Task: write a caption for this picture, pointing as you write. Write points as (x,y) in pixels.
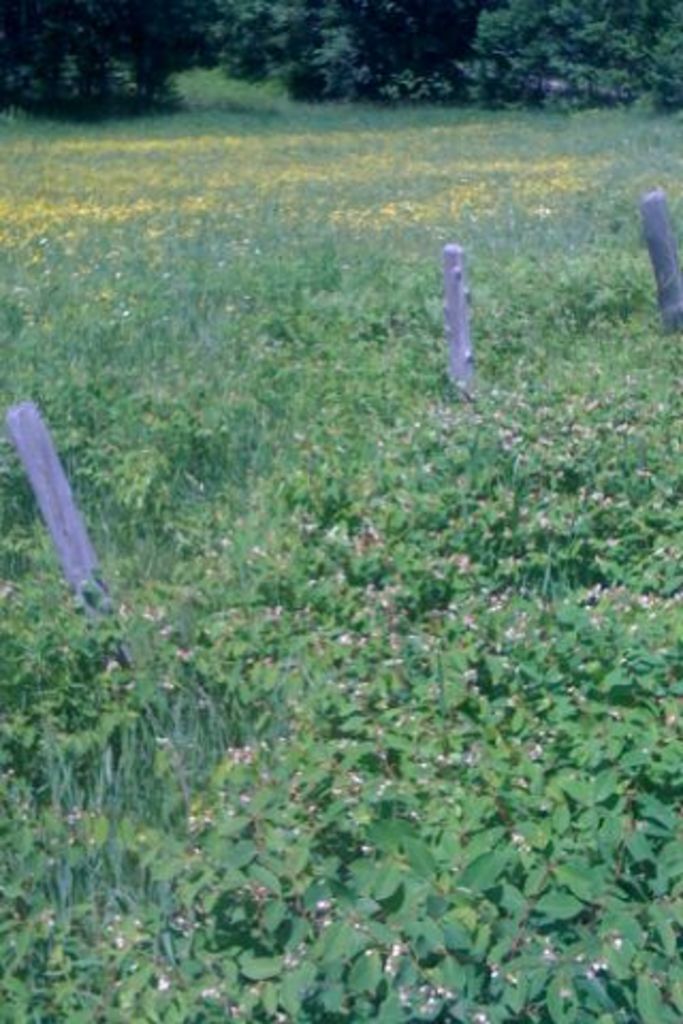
In this image we can see group of plants (481,251), poles (672,305) on the ground (108,472). In the background (672,42) we can see several trees (245,36).
